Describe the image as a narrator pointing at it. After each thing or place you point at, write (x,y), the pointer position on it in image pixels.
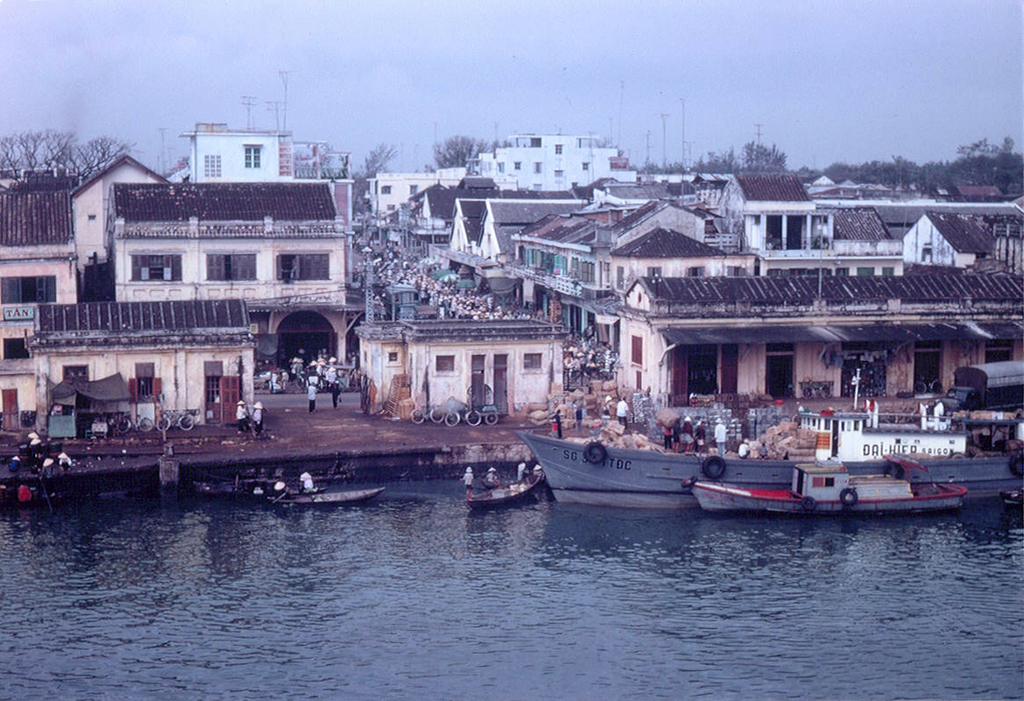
In this image I can see the building (626,259), in front of the building (642,259) I can see persons (388,276) and the lake (396,480) and I can see boats (857,490) on the lake (803,641).
